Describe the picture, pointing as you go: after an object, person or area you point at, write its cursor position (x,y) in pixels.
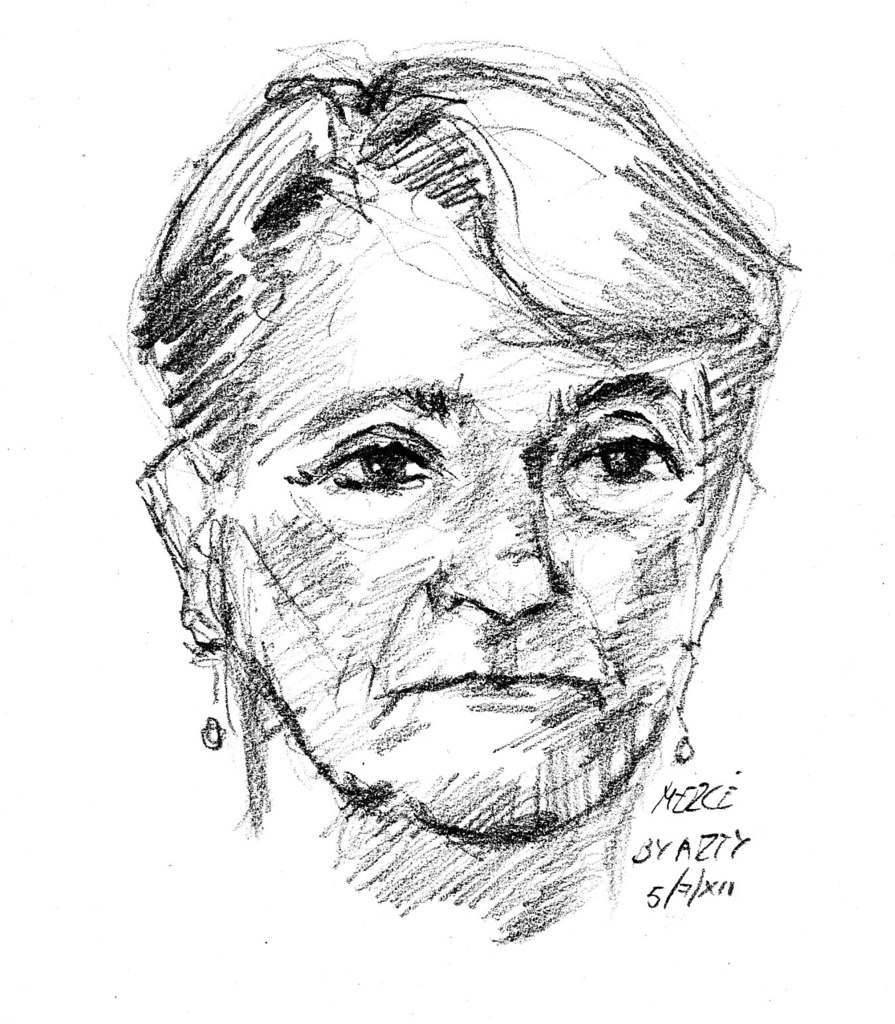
In this image there is a drawing (499,600) of the face (442,540) of the person (422,539) and there is some text (689,835) written on the image.
